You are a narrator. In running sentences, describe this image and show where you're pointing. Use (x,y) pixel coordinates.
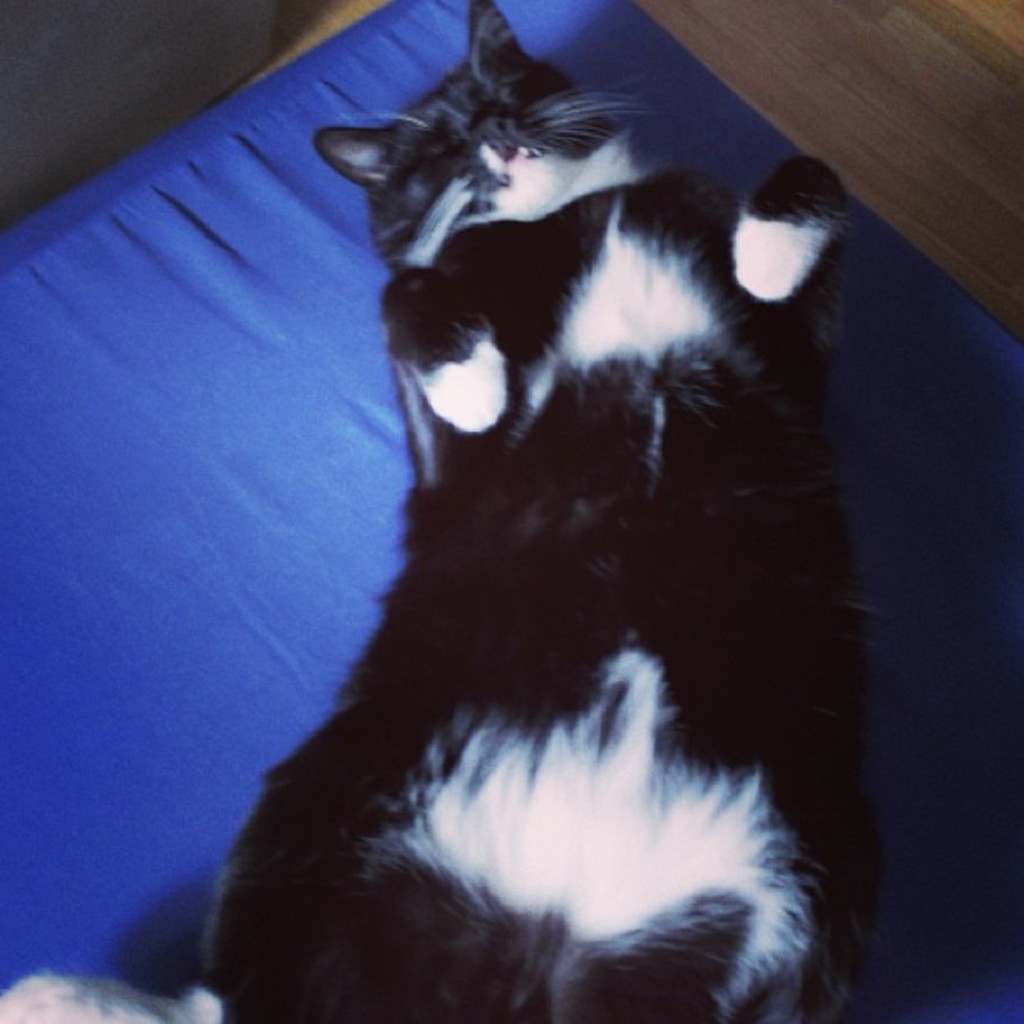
In this image there is a cat (344,155) laying on the mat (351,392). At the top right of the image (914,90) there is a floor (964,110).
